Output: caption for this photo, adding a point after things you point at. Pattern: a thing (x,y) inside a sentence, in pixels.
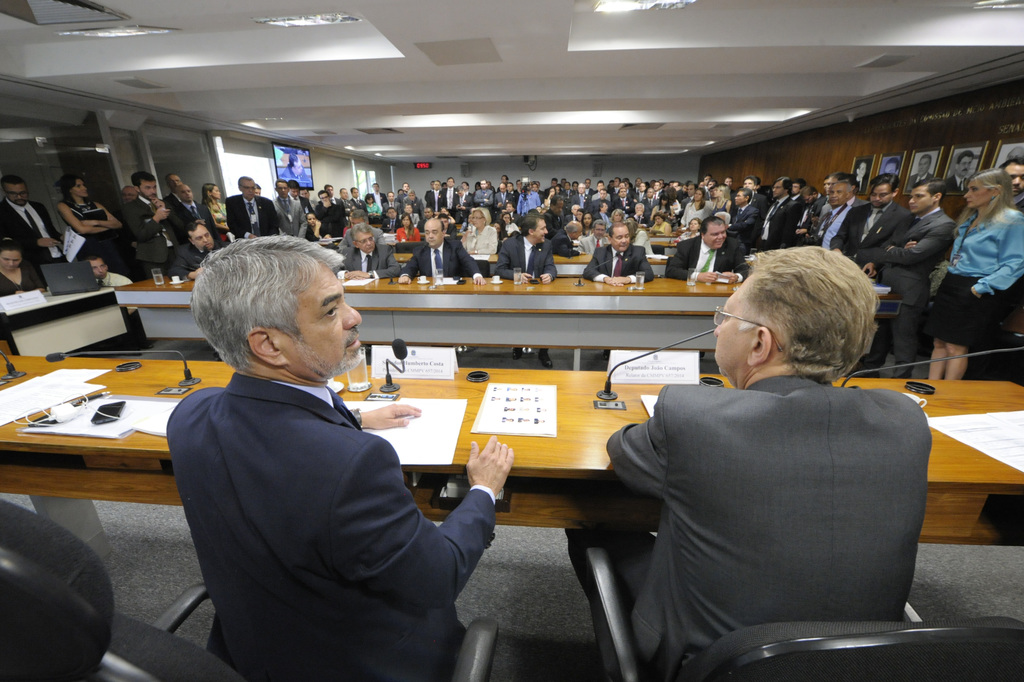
At the top (546,75) we can see ceiling (394,26) and lights (323,20). There is a television (288,151) over a wall (323,159). Here we can see all the persons (687,217) standing on the background (406,189). We can see all the persons (471,276) sitting on chairs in front of a table (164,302) and on the table (209,368) we can see mikes (179,352), papers (159,404), mobile phones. This is a floor (140,527). There are few photo frames (962,158) over a wall (941,165) at the right side of the picture (928,168).
